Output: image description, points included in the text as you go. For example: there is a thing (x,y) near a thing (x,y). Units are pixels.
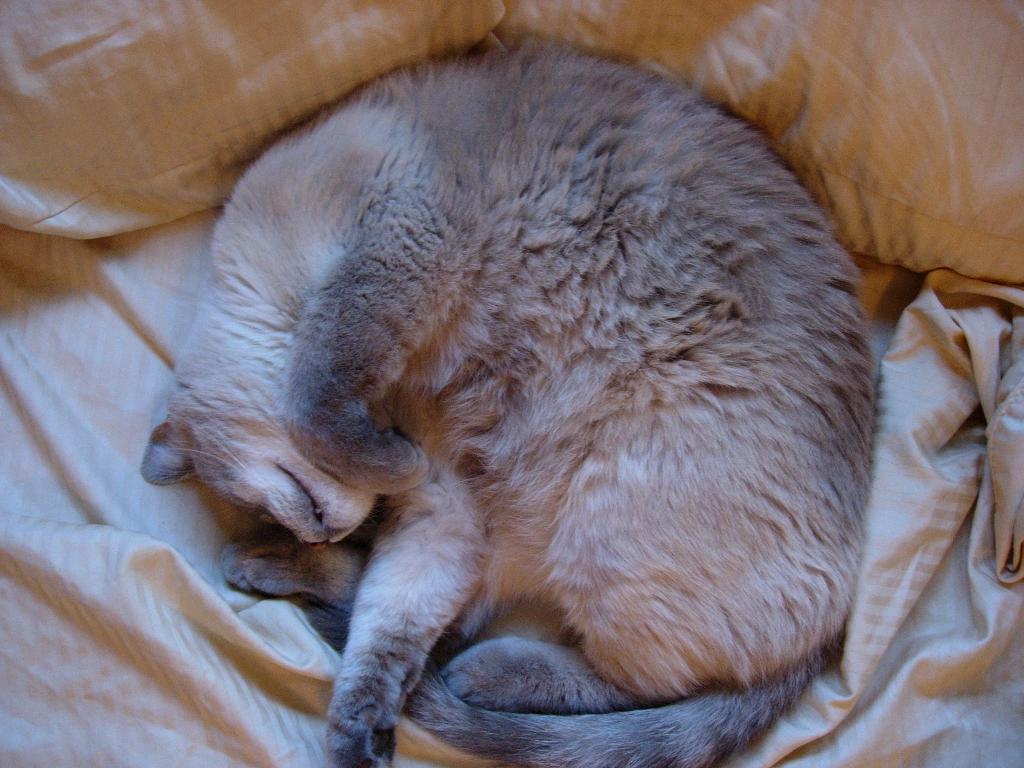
In this picture i can see Cat (325,283) is sleeping.
